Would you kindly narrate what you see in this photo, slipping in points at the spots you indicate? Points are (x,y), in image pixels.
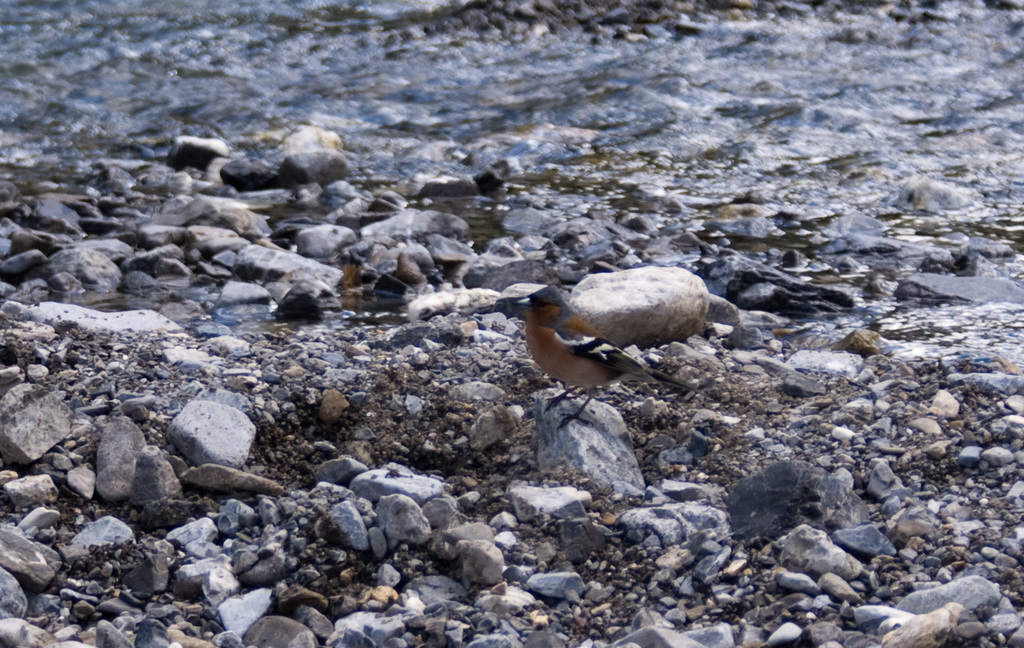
In the middle of the image (547,318) there is a bird (564,362) standing on the stone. And in the background (608,171) there are many stones (226,290) with water (216,298).
